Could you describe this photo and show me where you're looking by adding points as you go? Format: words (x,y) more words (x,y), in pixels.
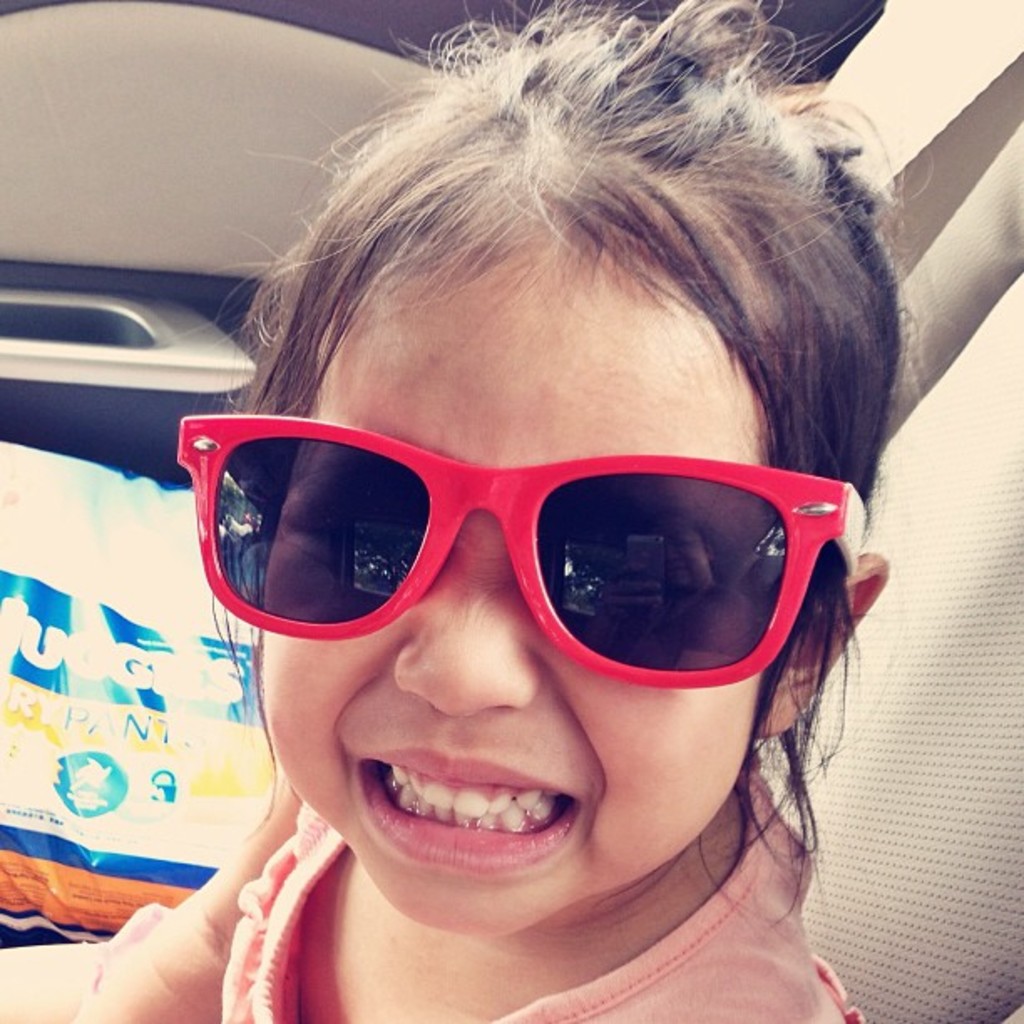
This girl (544,964) wore goggles (711,675). She is sitting inside this vehicle (976,33). Beside this girl (293,755) is an object (207,710).
